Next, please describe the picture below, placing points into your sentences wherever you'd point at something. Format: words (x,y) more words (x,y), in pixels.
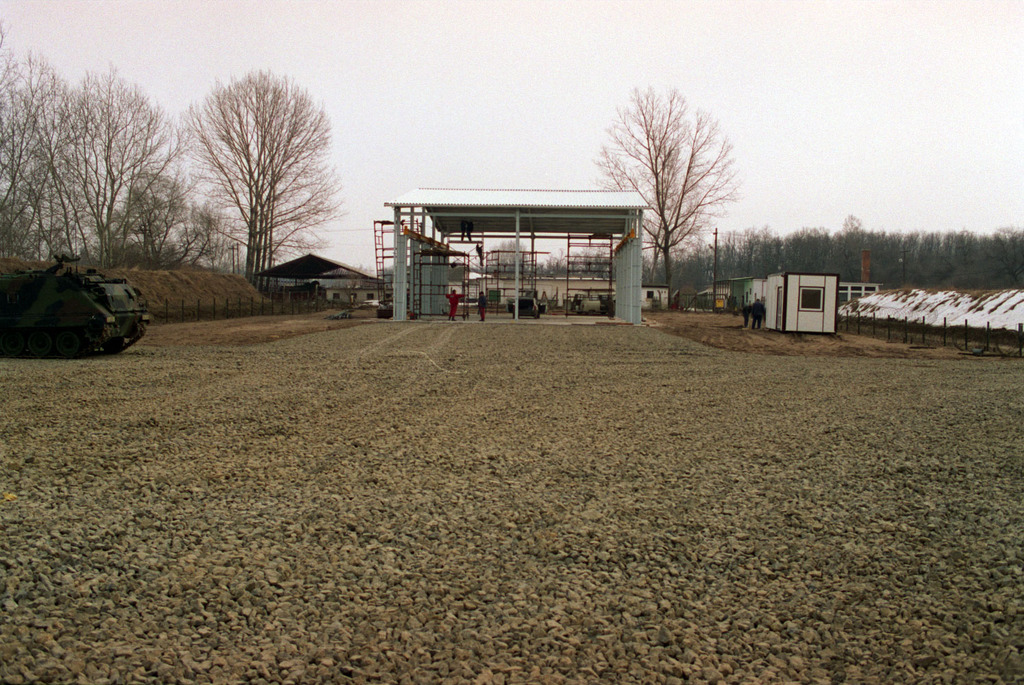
In this picture I can see group of people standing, there is snow (924,301), there is a vehicle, there are buildings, there is fence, there are trees (686,278), and in the background (643,46) there is the sky (591,70).
